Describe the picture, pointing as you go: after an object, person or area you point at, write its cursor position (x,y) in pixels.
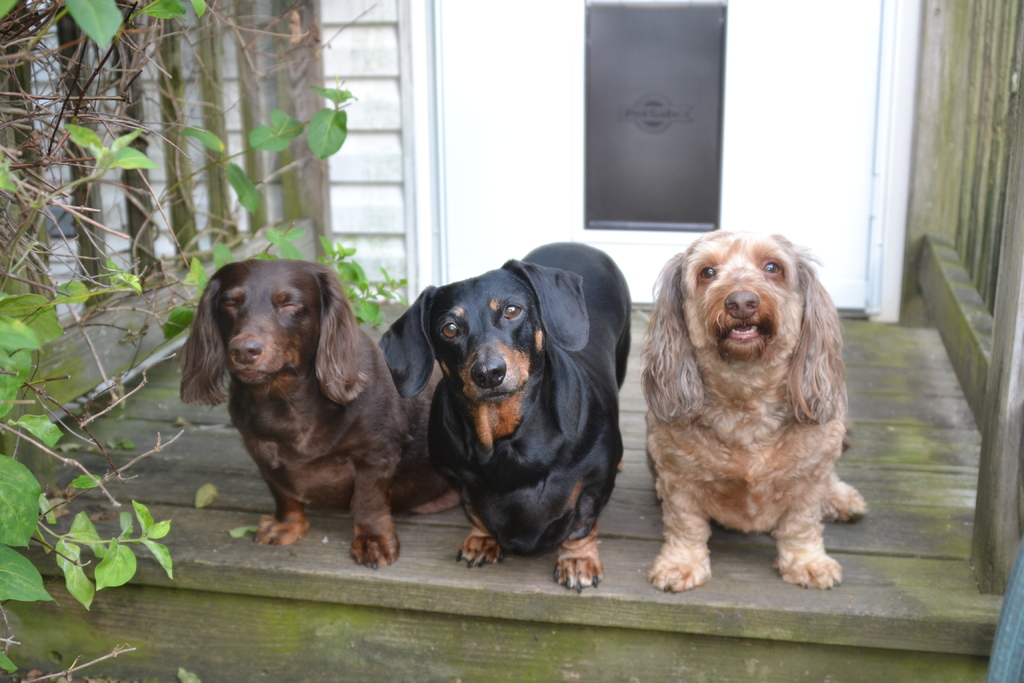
In this image, we can see some dogs (569,485) on the wooden surface (263,595). We can see the wall (405,235) with a white colored object (909,56). We can also see the fence (999,426) and some leaves (70,574) on the left (185,134). We can also see an object (1006,672) on the bottom right corner (1022,672).
